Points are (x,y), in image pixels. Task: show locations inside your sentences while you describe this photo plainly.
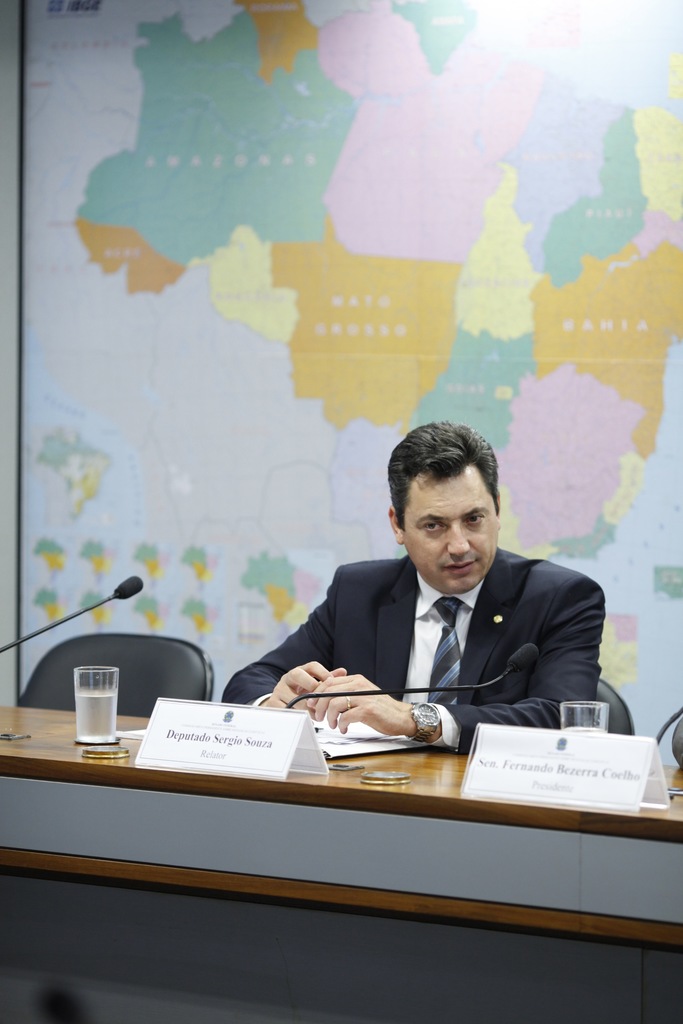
In the picture I can see a man (599,630) sitting on the chair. He is wearing a suit (499,597) and a tie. I can see the wooden table (121,785) and there are nameplate boards (480,780), glasses (572,721) and microphones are kept on the table (360,777). In the background (400,354), I can see the map (377,320) on the wall (337,311).
